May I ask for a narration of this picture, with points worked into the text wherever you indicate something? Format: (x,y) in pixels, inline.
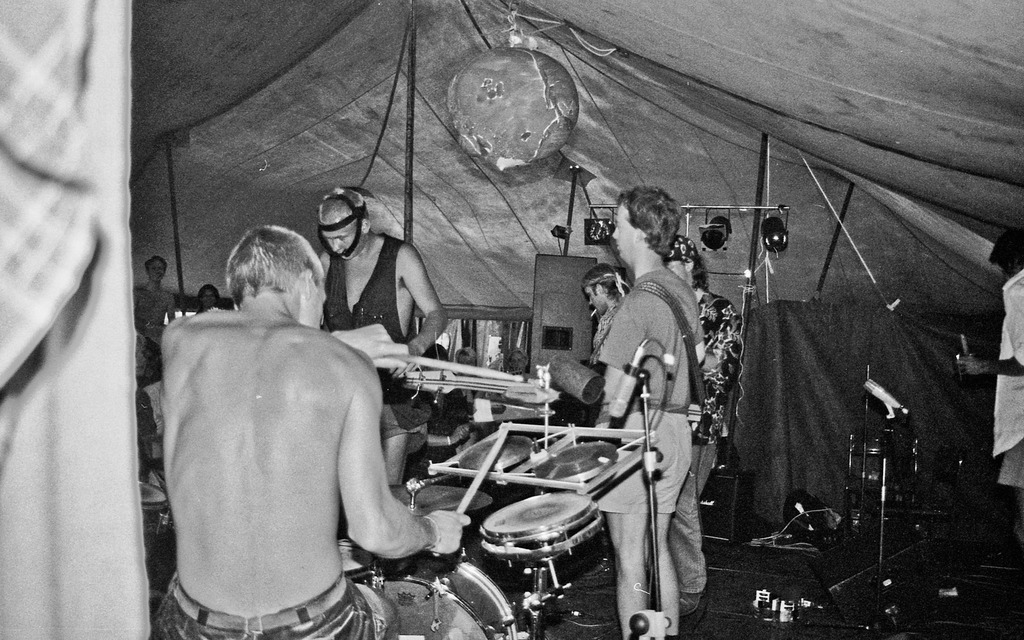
Black and white picture. This persons (623,426) are under this tent (691,8). This persons (218,396) is playing this musical instruments (519,449) with sticks (505,439). Focusing lights (723,230) are attached to this stand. In-front of this musical instrument (585,453) there is a mic (624,390) with holder (647,503). On floor (773,586) there is a speaker (859,573). This person (1013,460) is standing and holding a glass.
